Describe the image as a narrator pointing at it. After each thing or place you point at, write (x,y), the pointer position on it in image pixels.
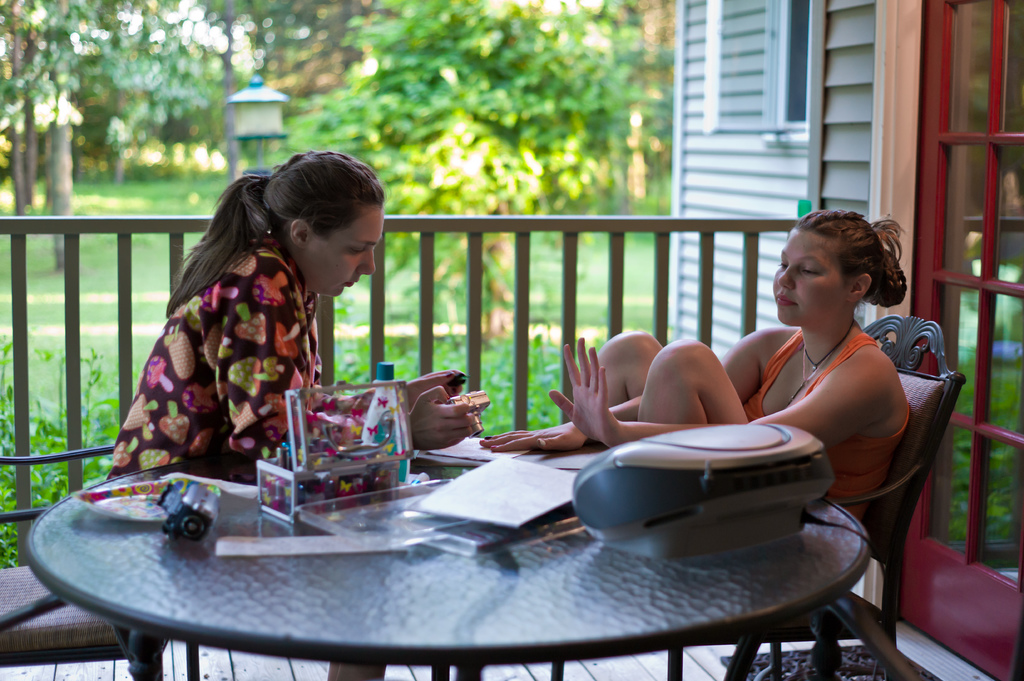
In this image we can see two women (588,389) are sitting on the chairs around the table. There are papers (491,490), bottle (383,433), box (362,474) and camera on the table (428,570). In the background (625,193) we can see trees (552,91) and house (787,125).
